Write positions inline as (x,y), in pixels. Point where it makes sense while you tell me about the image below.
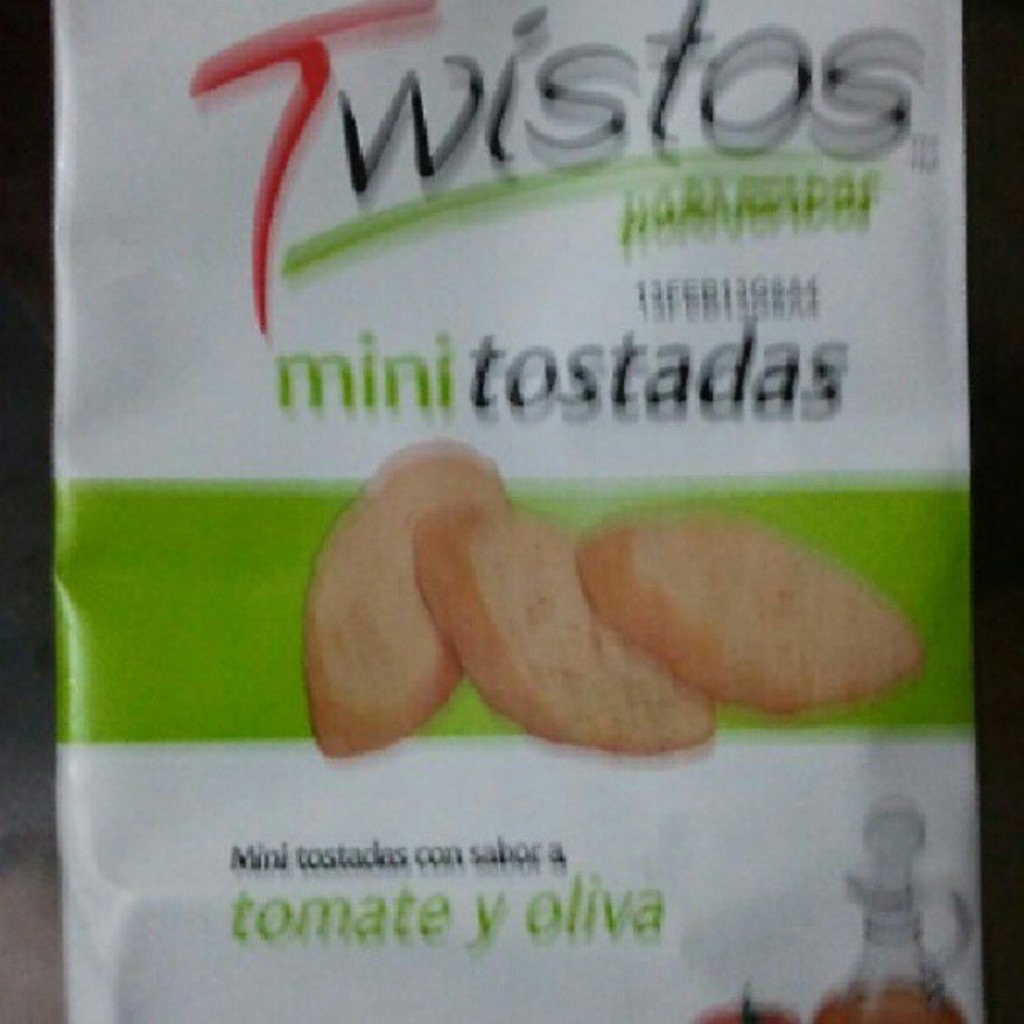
In this image we can see there is a cover (561,417) with text (877,48) and images (699,722).
